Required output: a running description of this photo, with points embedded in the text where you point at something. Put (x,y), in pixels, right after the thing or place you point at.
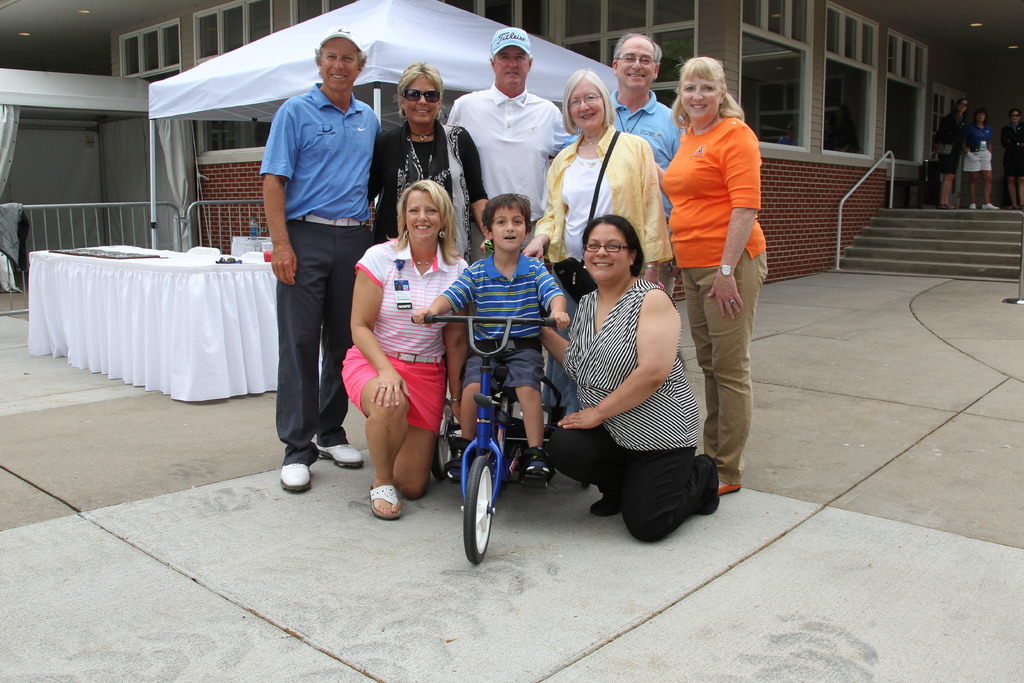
In this picture we can see a group of people (591,81) and a boy (475,369) sitting on the bicycle (429,323). We can see a few objects (225,258) on the table (184,285). There is a brick wall (856,194), a building (469,2), barricades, some lights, stairs (907,218) and some objects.
